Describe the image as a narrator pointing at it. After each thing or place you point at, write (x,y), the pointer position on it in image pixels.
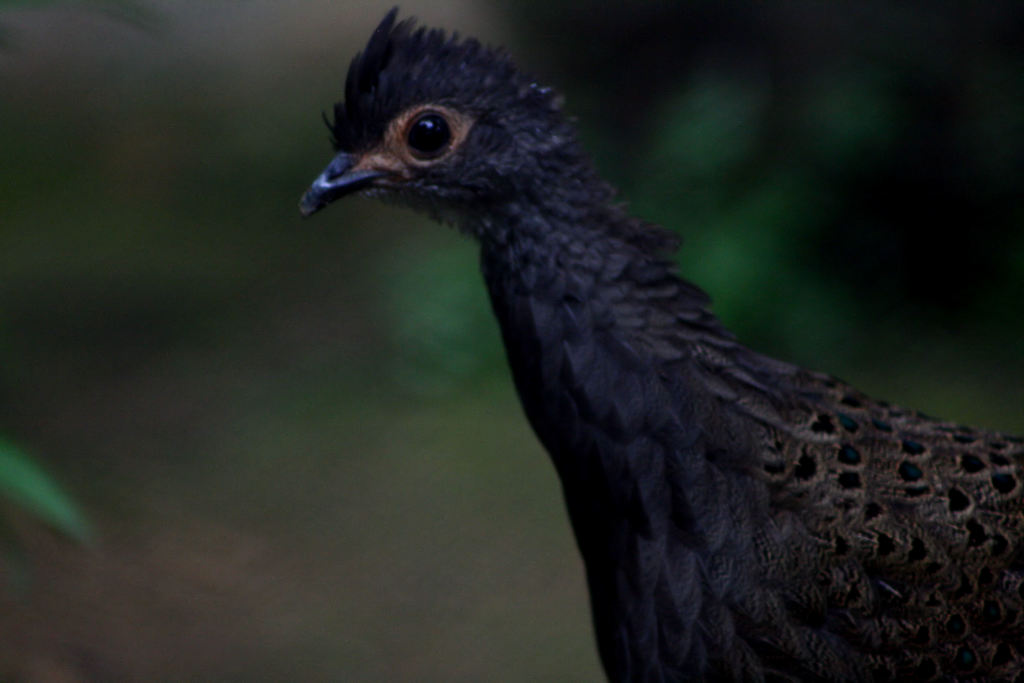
In this image there is a bird (657,281).
